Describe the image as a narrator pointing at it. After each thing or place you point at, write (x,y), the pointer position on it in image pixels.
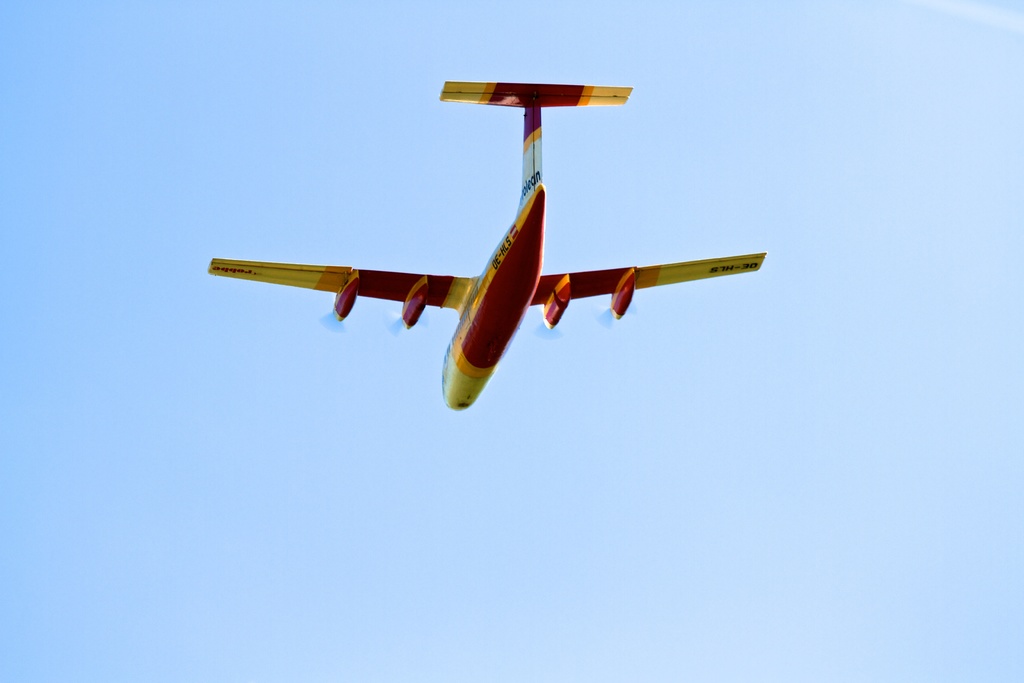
In the image there is a plane (518,238) flying in the sky (538,372), it is in red and yellow color.
